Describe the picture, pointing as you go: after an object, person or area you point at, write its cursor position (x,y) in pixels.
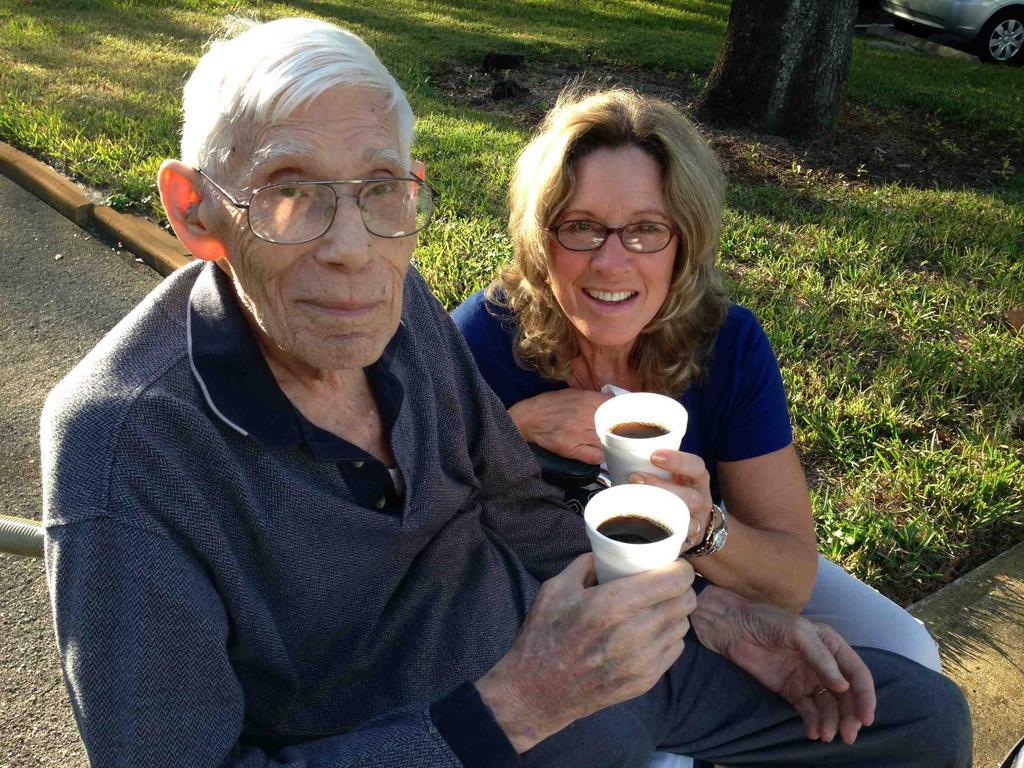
In the center of the image (431,451), we can see people (414,443) sitting and wearing glasses (291,211) and holding cups (675,538) in their hands (706,519) containing liquid (643,538). In the background (790,51), there is a trunk (788,69) of a tree (842,81) and we can see a vehicle (929,27). At the bottom (882,538), there is road (970,620) and ground (870,233) covered with grass (842,229).
